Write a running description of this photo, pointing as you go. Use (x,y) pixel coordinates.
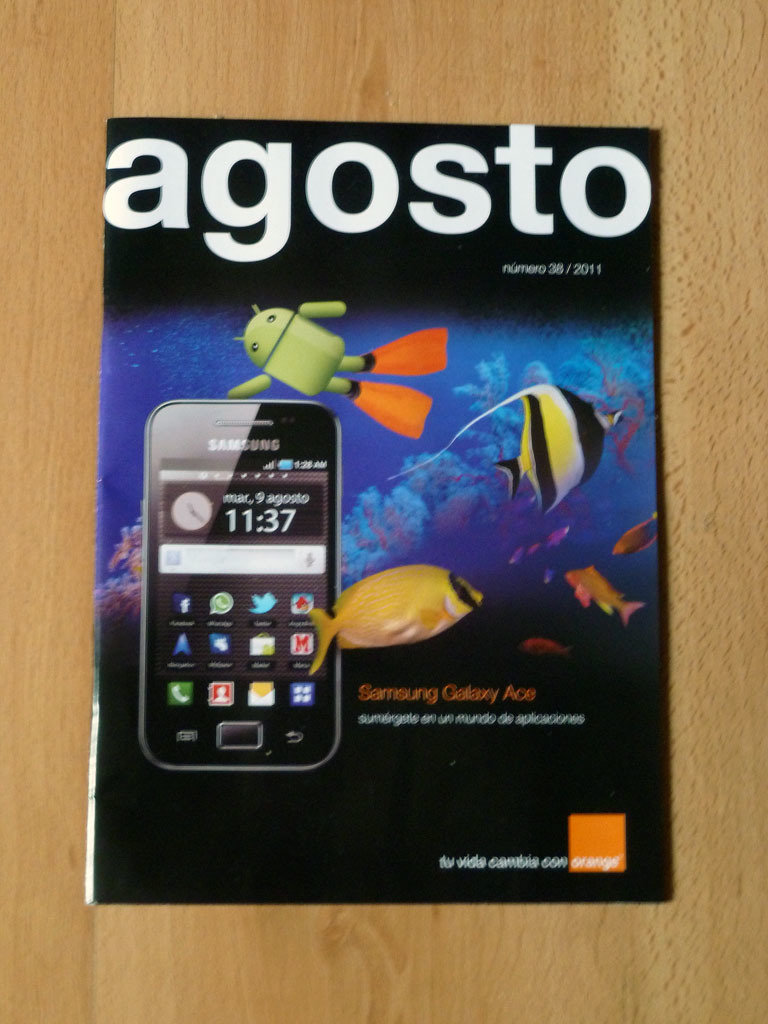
In this image, we can see a poster (320,592) with some images (284,477) and text (449,158) is placed on the wooden surface (493,962).
